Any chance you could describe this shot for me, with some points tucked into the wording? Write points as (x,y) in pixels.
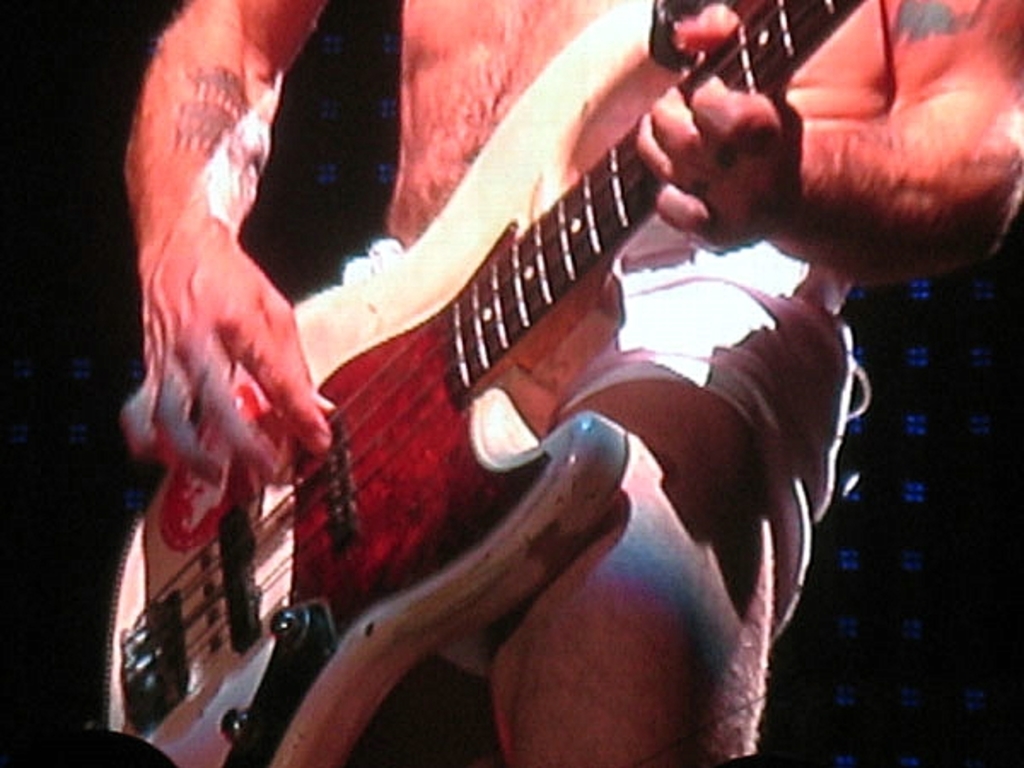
In this image we can see a person (170,326) holding a guitar (380,345) in his hands (214,431).
